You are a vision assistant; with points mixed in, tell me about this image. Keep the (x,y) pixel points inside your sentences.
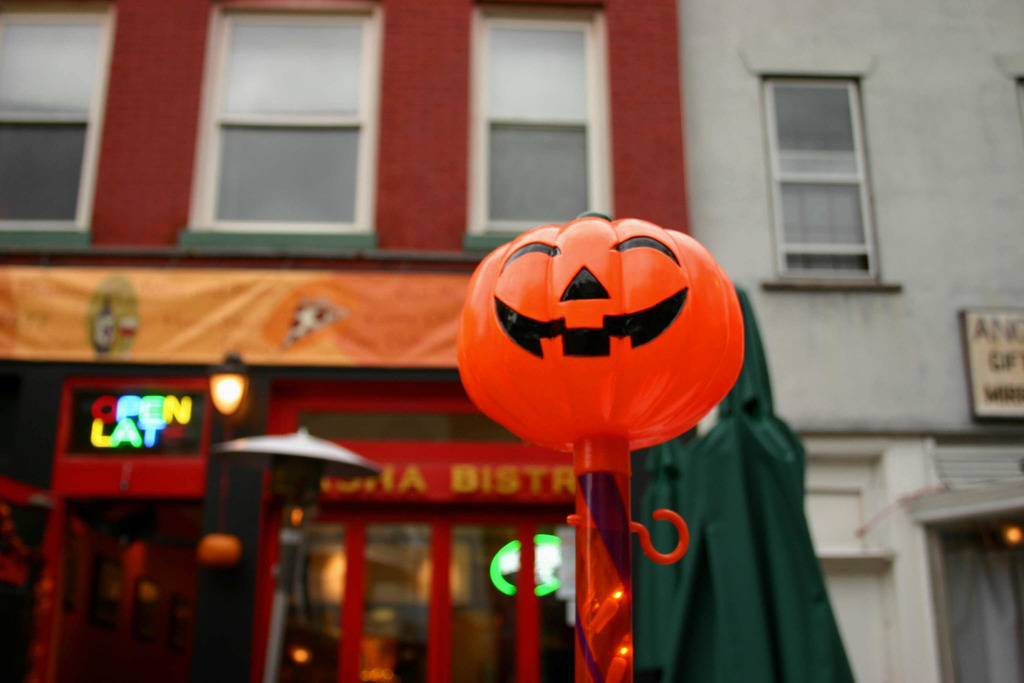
In the image there is an artificial Halloween pumpkin (532,380) attached to a pole (587,584) and behind the pole (595,626) there is a store (425,347) and there is a building (10,2) above the store (498,495).
